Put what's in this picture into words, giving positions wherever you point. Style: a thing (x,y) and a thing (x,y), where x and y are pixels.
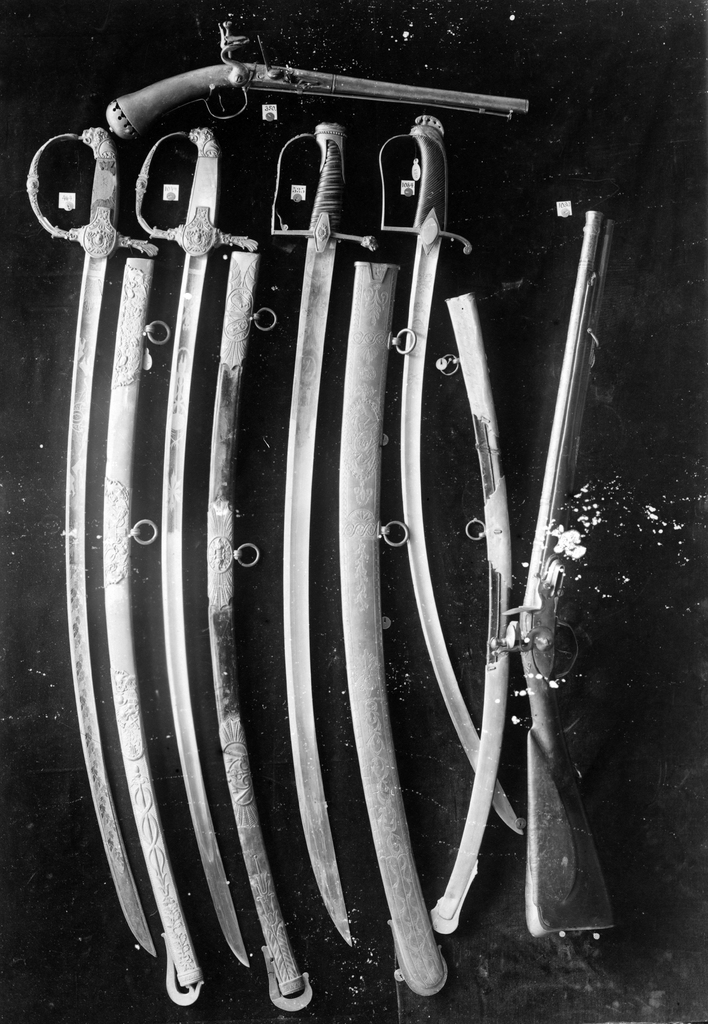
In the picture we can see some swords (118,456), guns (548,587) which are placed on the black color wall (272,177).
